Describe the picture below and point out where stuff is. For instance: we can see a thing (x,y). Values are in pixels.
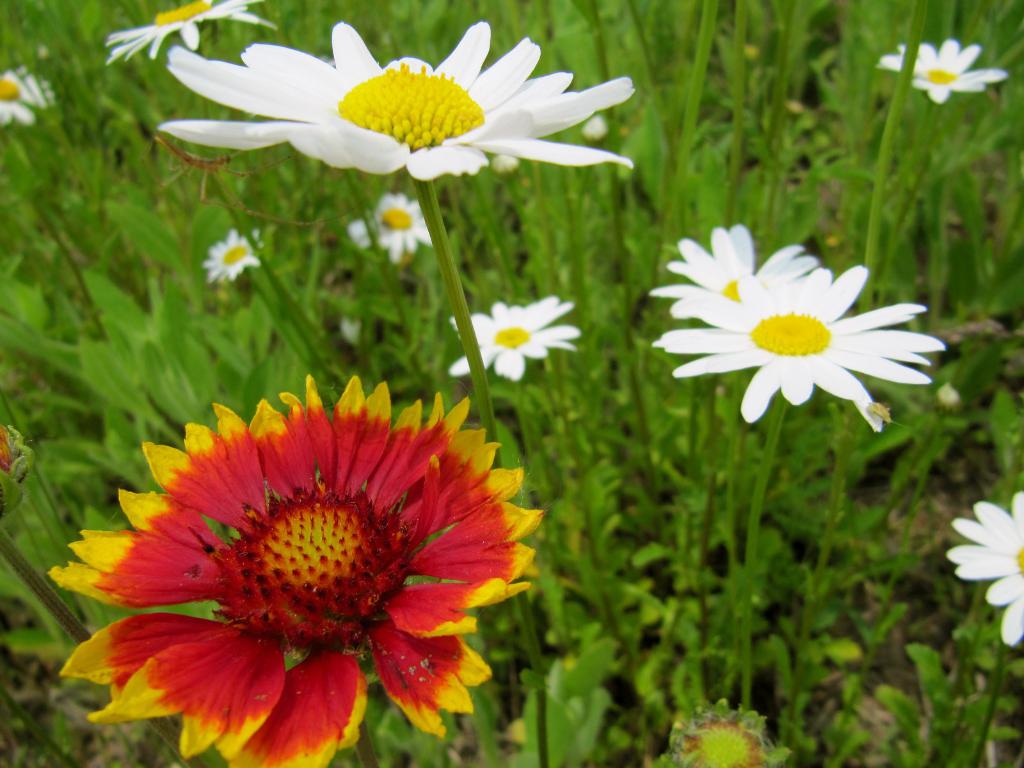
In this image, I can see few white flowers (802,339) and one red, yellow flower (428,525). These are the plants (597,497) with leaves (142,358) and flowers (784,357). This looks like an insect (190,157).
